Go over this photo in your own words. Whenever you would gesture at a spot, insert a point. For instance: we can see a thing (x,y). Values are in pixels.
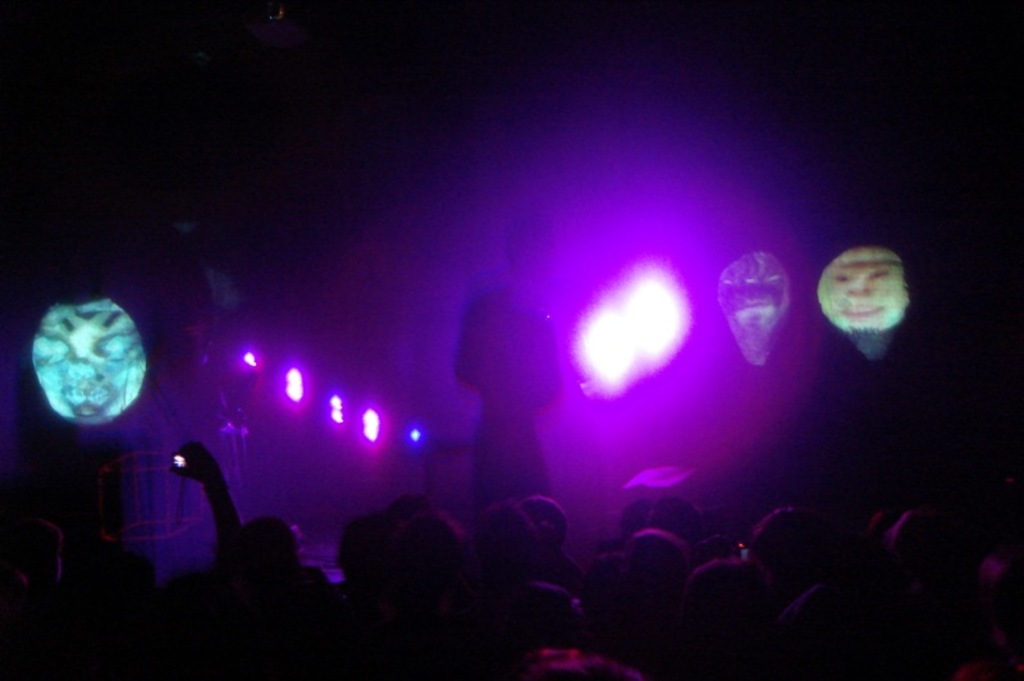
In the image it looks like a concert, there are beautiful lights (577,320) and there is a person (505,322) on the stage (455,436), in front of the stage (136,478) there is a crowd (619,587).
